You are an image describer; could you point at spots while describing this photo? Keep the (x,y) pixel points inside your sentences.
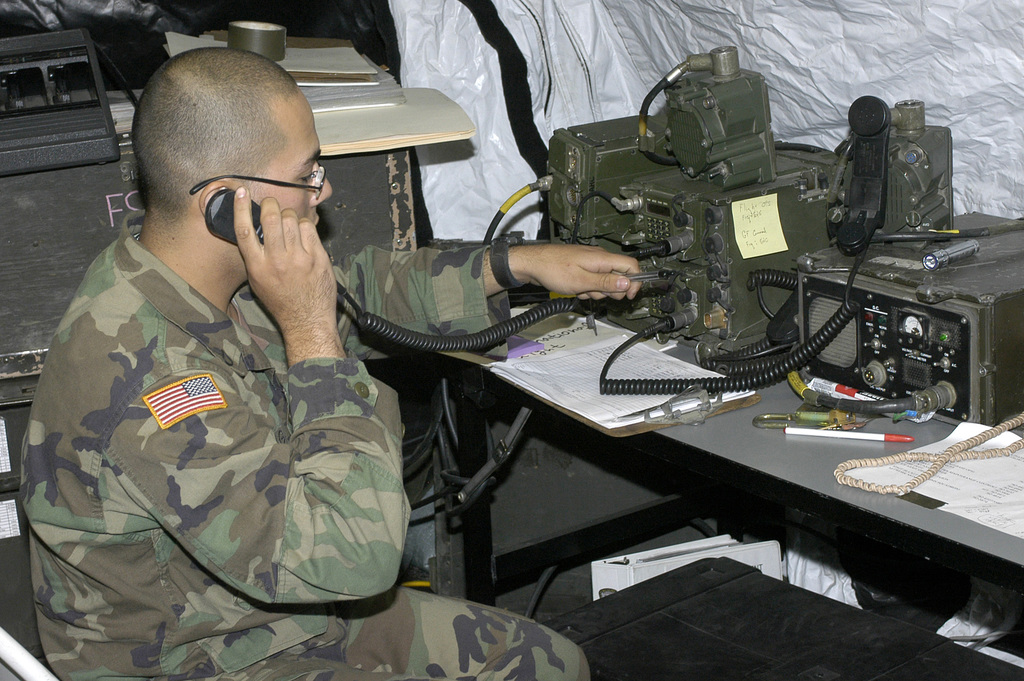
In this picture, we can see a soldier (374,299), and we can see some objects (635,439) on the ground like tables (739,481) and some objects (713,378) on table (910,447) like machines (824,260), pad (742,399), papers (1006,506), pen (808,430), we can see some object (647,597) in top left side (67,89) and bottom right side of the picture (701,663), we can see the white color sheet (795,83) in the background (914,97).
